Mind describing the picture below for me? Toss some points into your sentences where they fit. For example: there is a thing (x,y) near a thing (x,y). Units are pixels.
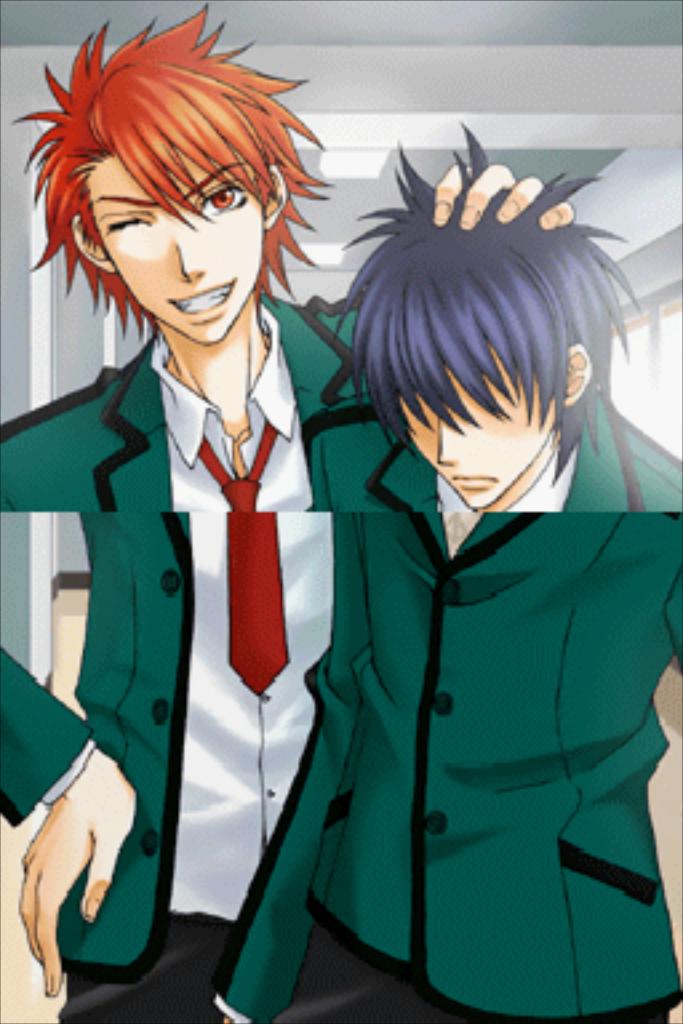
In this image there are cartoons of people (405,578). On the right side of the image (673,398) there is a glass window (631,395). On top of the image (332,256) there are lights (322,248).
